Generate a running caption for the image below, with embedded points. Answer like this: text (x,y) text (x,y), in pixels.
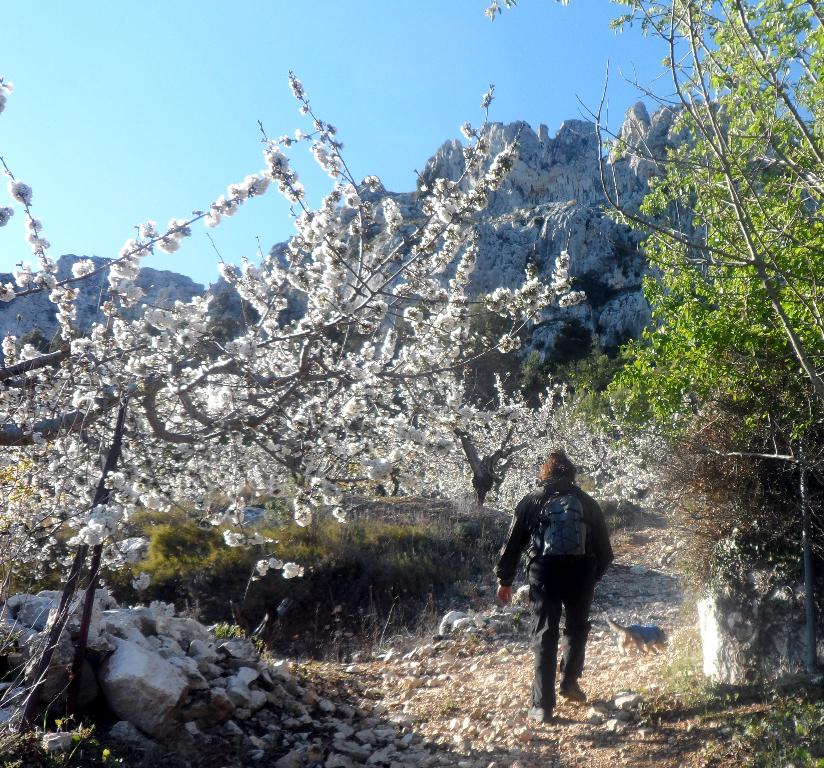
In the foreground (624,639) I can see a person (578,626) and an animal (644,651) on the road (598,664). In the background (578,259) I can see flowering plants (415,369), trees (447,300), mountains (589,248) and the sky (210,247). This image is taken may be during a day.
